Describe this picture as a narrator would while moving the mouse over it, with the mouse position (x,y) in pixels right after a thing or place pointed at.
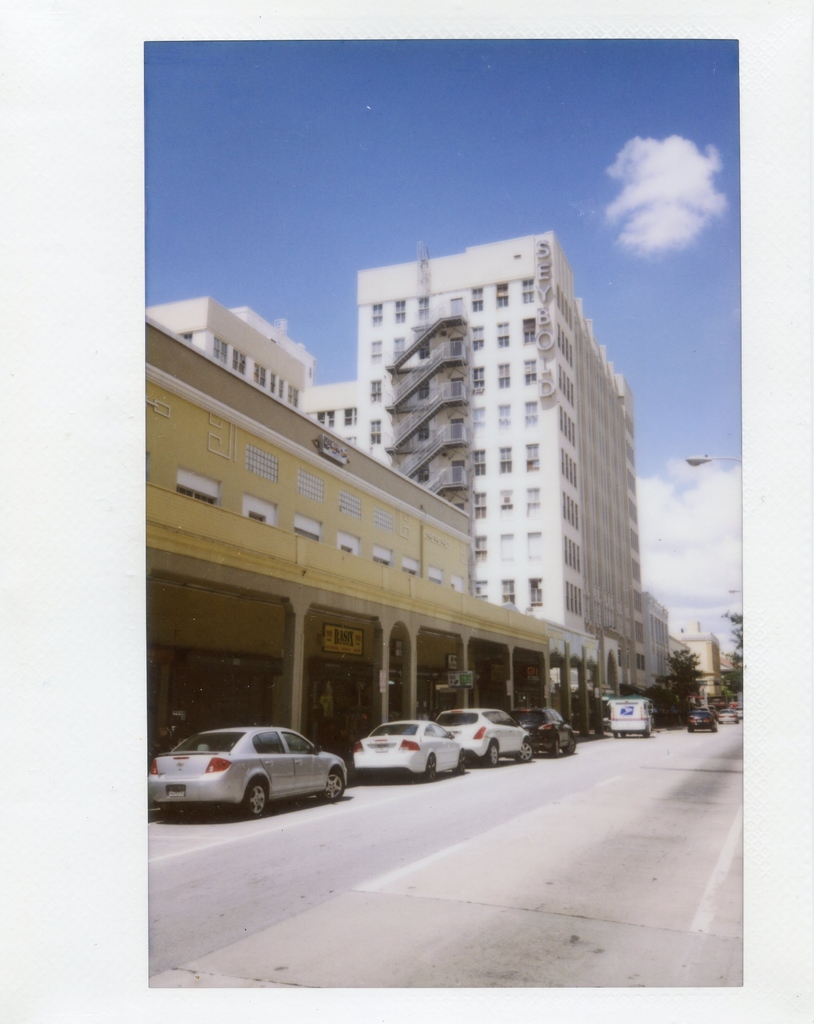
In this image we can see road (439,829), vehicles (319,767), trees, buildings (546,579), stairs (406,461), street light (733,458), sky (448,147) and clouds (615,199).
